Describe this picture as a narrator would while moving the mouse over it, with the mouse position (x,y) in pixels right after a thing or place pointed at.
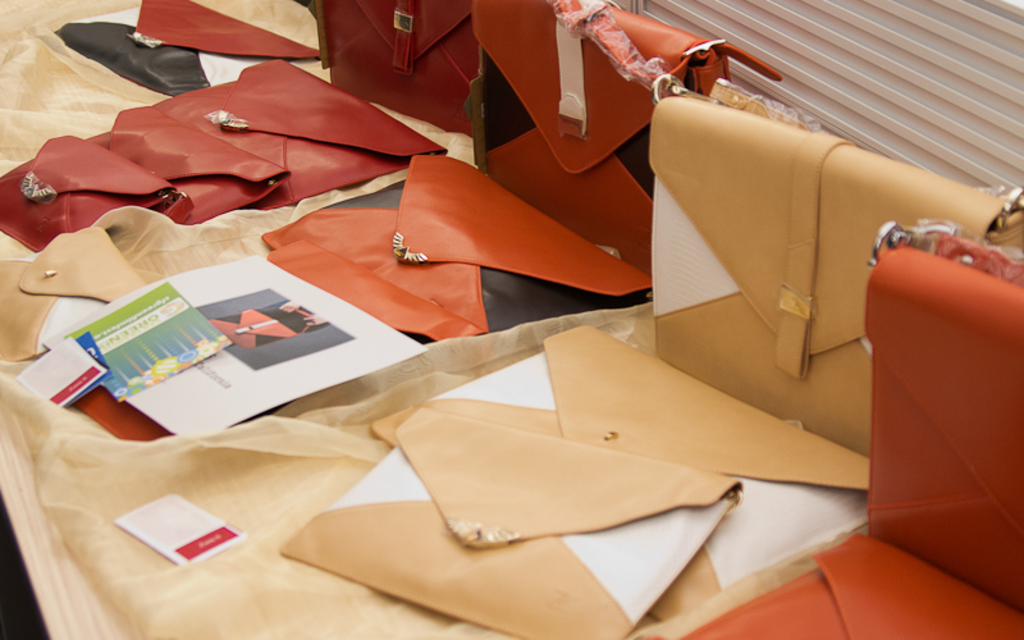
In the center of the image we can see a table (241,549). On the table (160,441) we can see a cloth (133,452), papers (220,369), boards (271,322), wallets (349,208) and bags (616,191). At the top of the image (816,65) we can see the wall (858,60).
